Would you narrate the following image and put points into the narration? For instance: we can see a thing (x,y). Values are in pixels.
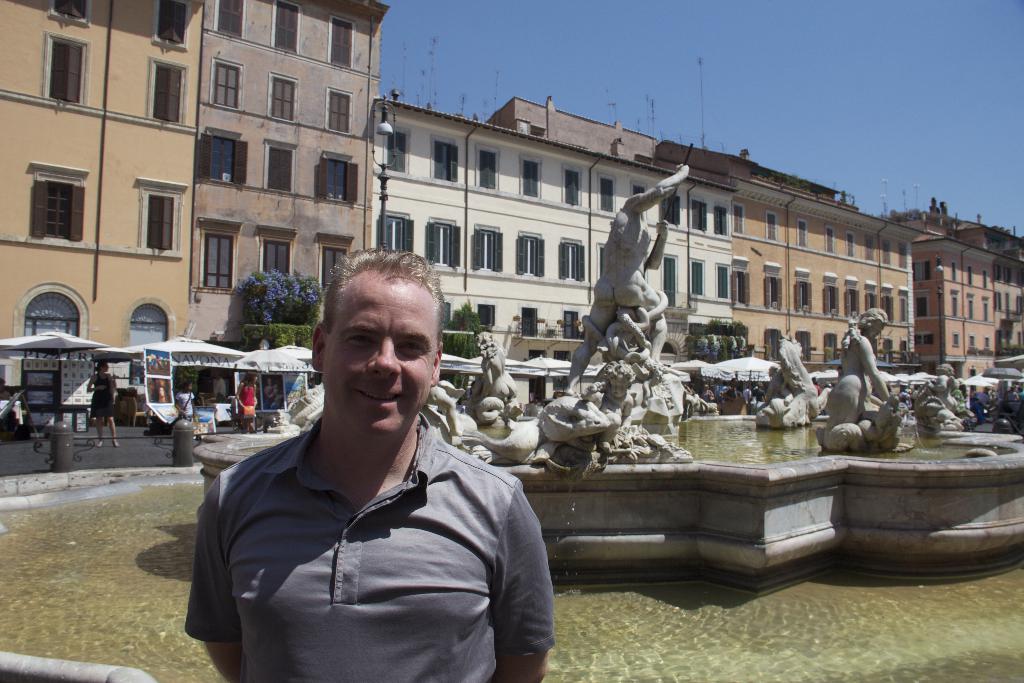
In this image I can see a person (354,571) standing at the front (210,549). There is water (728,625) and many sculptures (622,426) behind him. There are canopies (971,385), people (1013,385), trees (266,275) and buildings (456,225) at the back (402,210). There is sky (930,63) at the top (833,63).
